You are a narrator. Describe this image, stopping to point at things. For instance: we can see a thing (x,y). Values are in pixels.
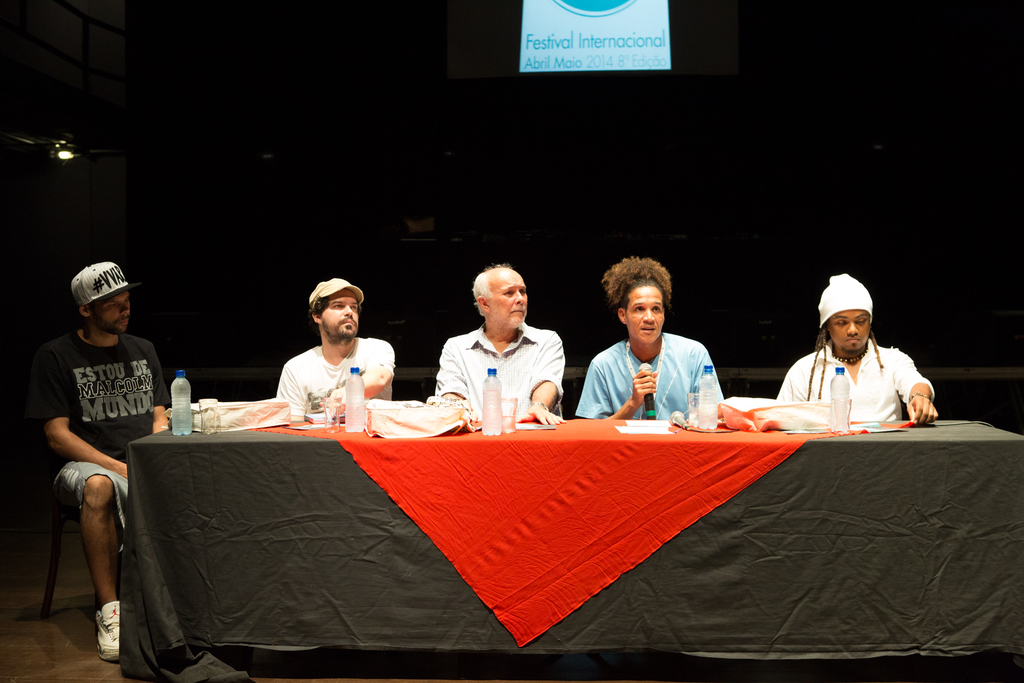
In this image, we can see persons (354,324) in front of the table (447,435). This table (447,435) contains bottles (706,422), bags (251,407) and glasses (692,421). There is a person (648,340) in the middle of the image (658,312) holding a mic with his hand (645,390). There is a screen (615,67) at the top of the image (625,49).
